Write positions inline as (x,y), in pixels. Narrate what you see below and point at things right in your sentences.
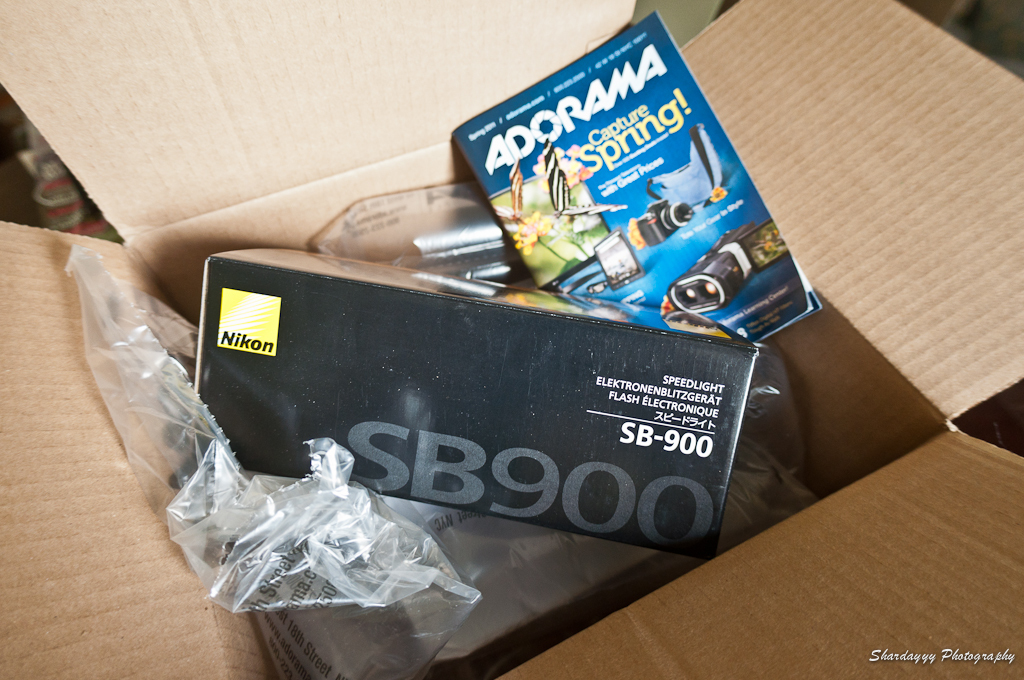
In this picture we can see a book (615,239), box (595,394) and plastic covers (323,510) in a cardboard box (599,625). On the image there is a watermark (928,655).
